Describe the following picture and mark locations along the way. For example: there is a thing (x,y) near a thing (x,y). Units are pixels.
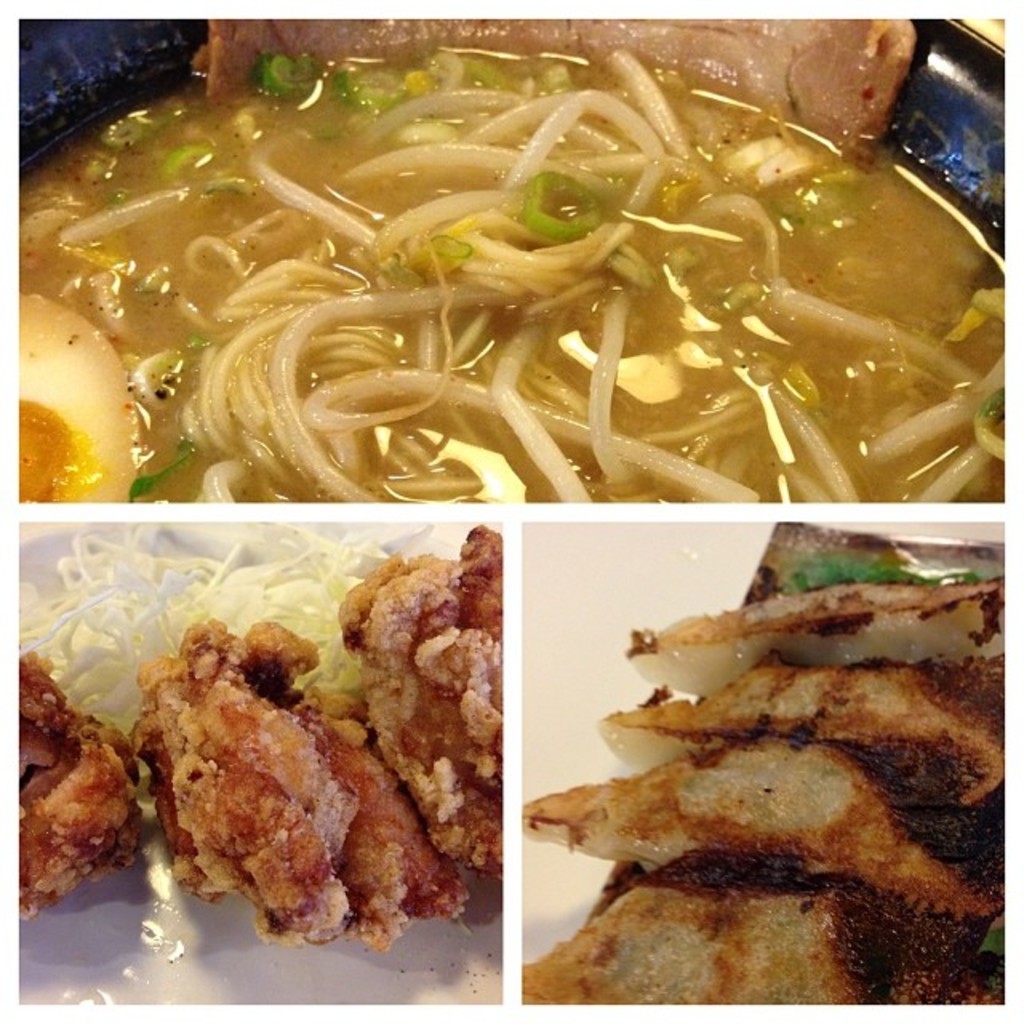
In this image there is a collage image of a three different food items (491,496) as we can see there is a noodle (511,147) at top of this image (570,271) and there are some other food items (497,661) at bottom of this image (443,866).
